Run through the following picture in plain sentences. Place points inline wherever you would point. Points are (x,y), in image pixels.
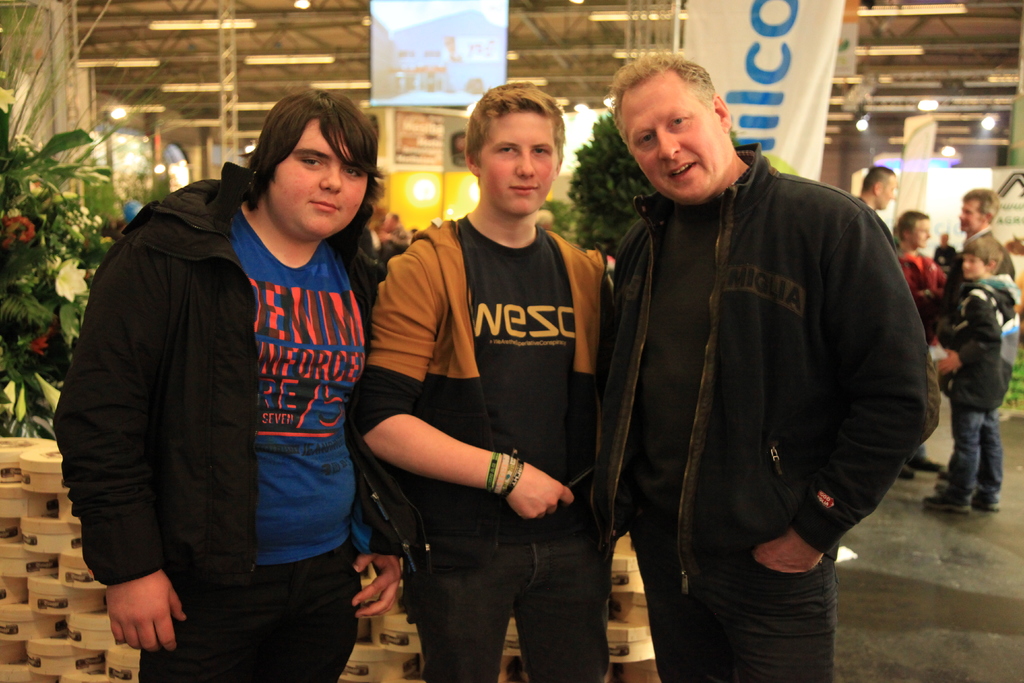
In this image we can see many people (643,319). There are many lights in the image. There are few advertising banners (783,62) in the image. There are many objects (45,565) at the bottom left side of the image (26,577). There are few plants (35,388) in the image.
